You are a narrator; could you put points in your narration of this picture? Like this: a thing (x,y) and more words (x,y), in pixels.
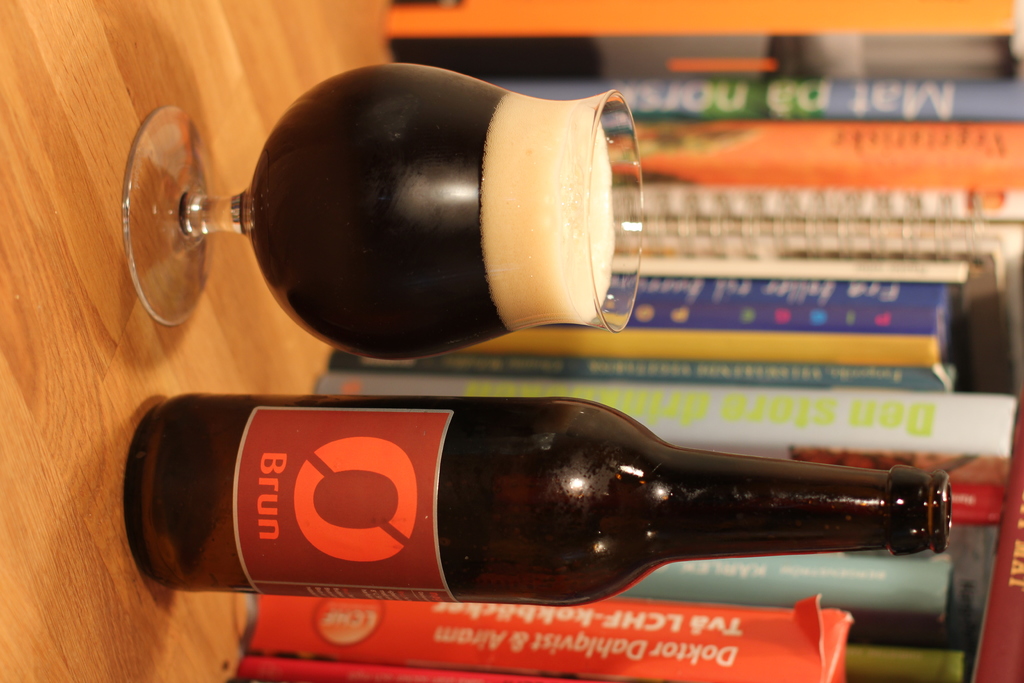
This picture is clicked inside. There is a wooden table (112,162) on the top of which a glass (400,190) of drink (448,242) is placed and a bottle (538,498) is placed on the top of the wooden table (126,611). In the background (750,32) we can see the books (838,351) and the text (940,113) printed on the books (1004,628).
